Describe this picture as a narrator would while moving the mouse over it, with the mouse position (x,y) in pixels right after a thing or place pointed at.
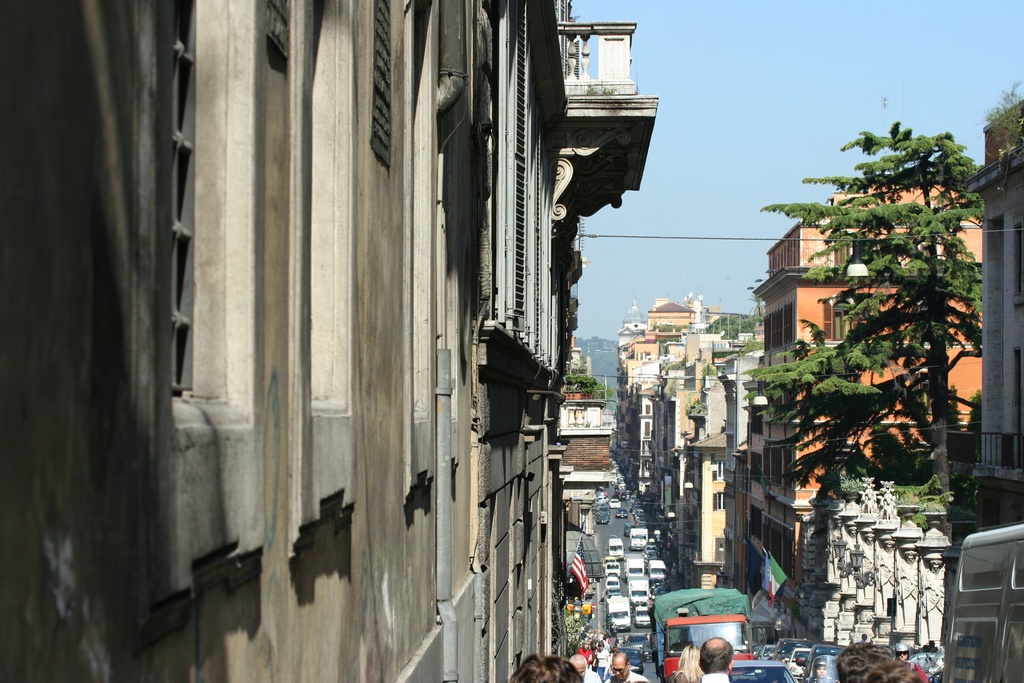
In this image there is a road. There are vehicles (660,651). There are people (682,665). There are buildings (457,426) on the both sides. There are trees (880,458) on the both sides. There are mountains (604,373) and trees (604,373) in the background (618,357). There is a sky (695,255).
